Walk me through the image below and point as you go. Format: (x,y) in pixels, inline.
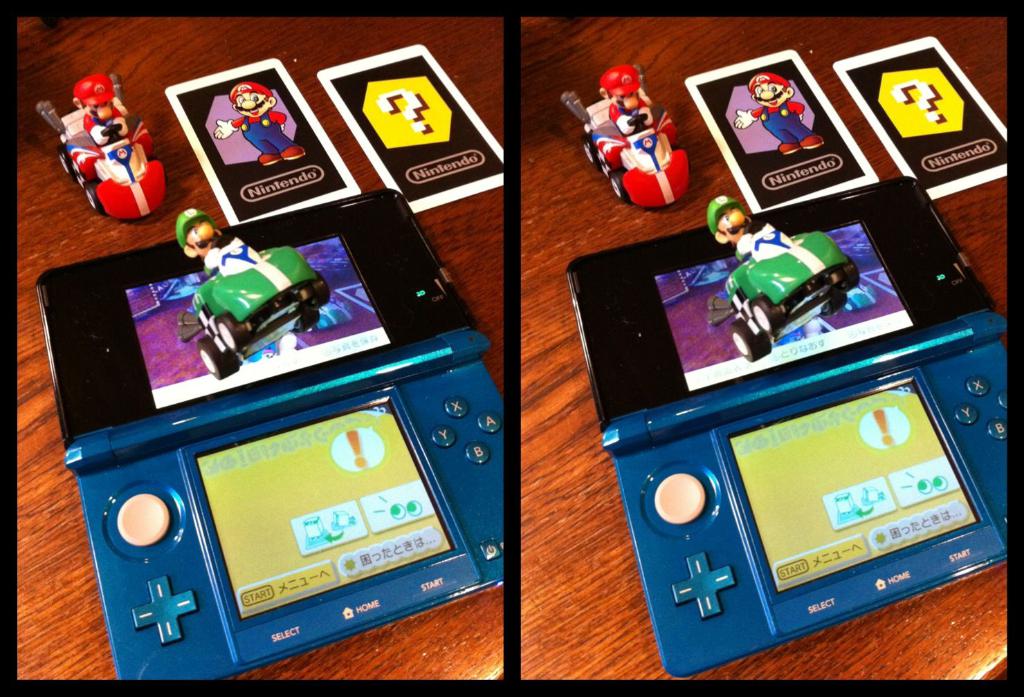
Here we can see two images. In the first image we can see a video game player (111,313), two toys (239,312) and two cards (261,157) on a platform (47,54) and the same things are there as it is in the second image.
